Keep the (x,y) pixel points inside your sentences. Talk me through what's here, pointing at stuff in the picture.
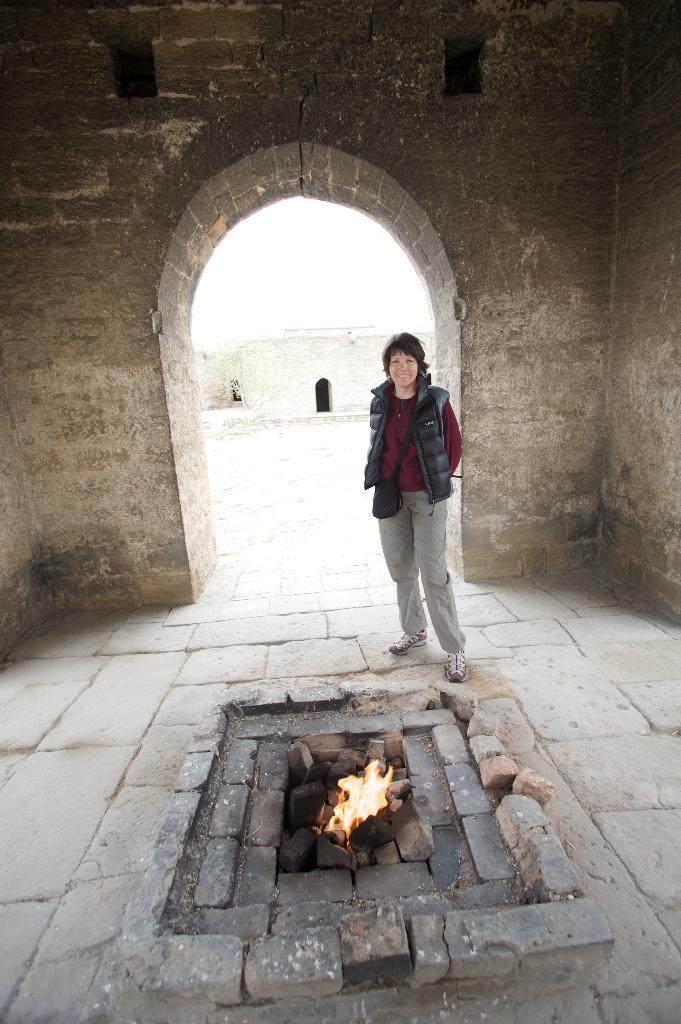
In this image we can see a person (405,467) standing and carrying a bag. In front of the person (415,525) we can see a fire (364,799) and behind the person (412,478) we can see a wall (485,437) which is made up of stones (104,304). In the background (315,394) we can see a building (306,389).
